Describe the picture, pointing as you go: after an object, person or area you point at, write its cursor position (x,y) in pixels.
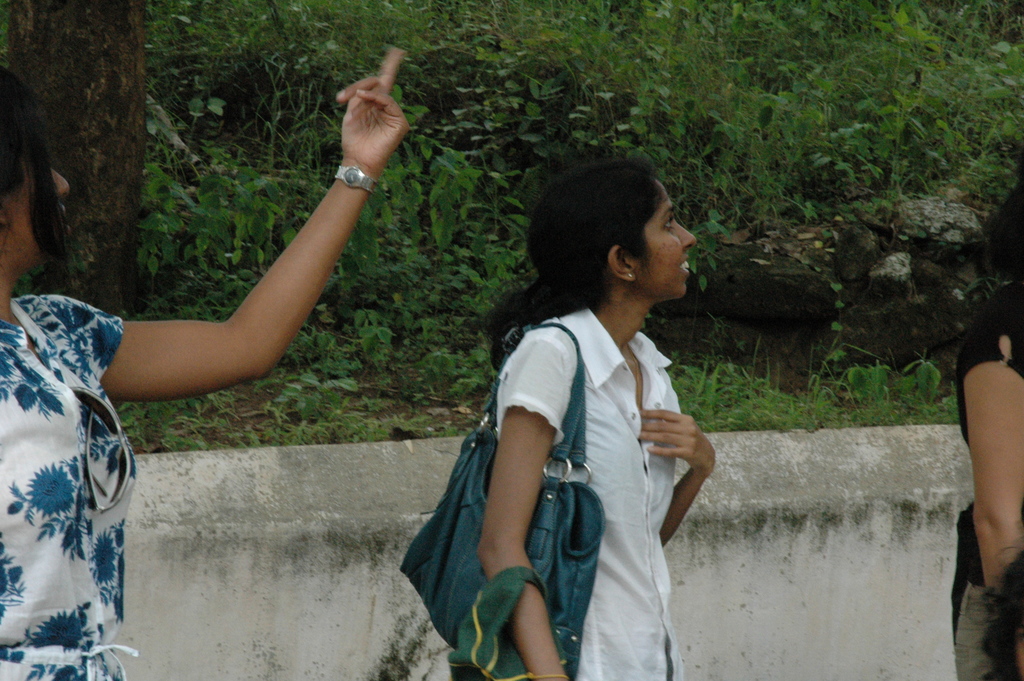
In this image we can see three women (994,475) standing on the floor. One woman (541,420) is wearing a bag (565,529). In the background (670,192) we can see group of plants (500,32) and a tree (36,54).
